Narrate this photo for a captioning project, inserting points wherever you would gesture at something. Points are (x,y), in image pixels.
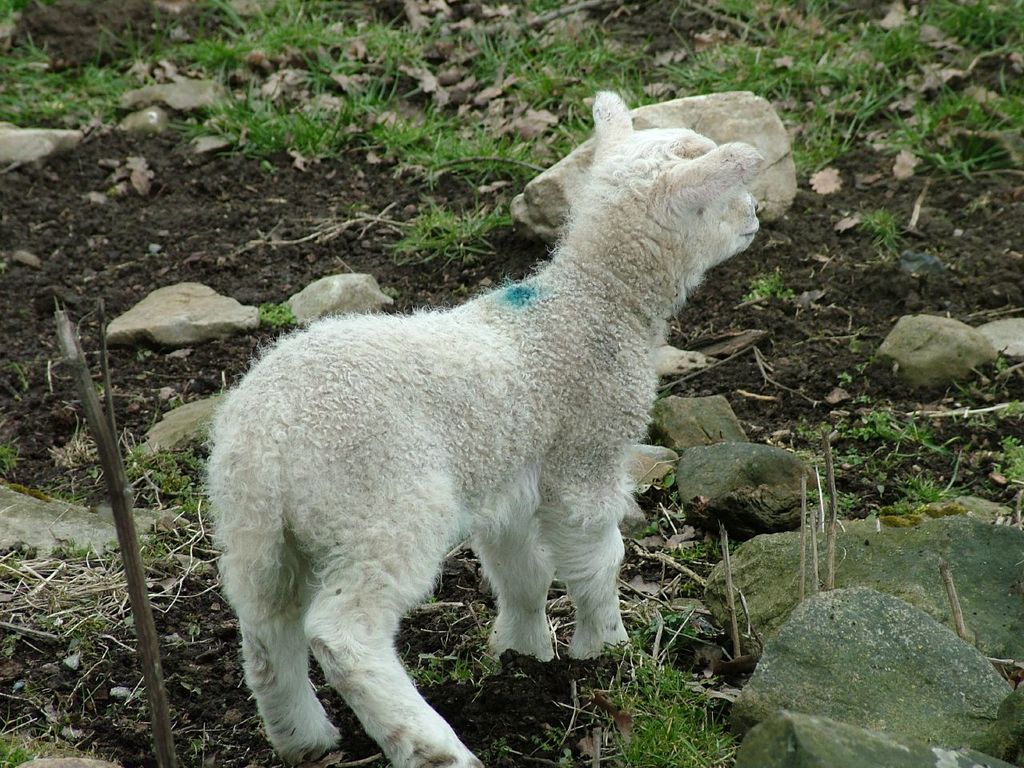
Here we can see an animal (632,145). This is grass (954,90) and there are stones (723,408).
